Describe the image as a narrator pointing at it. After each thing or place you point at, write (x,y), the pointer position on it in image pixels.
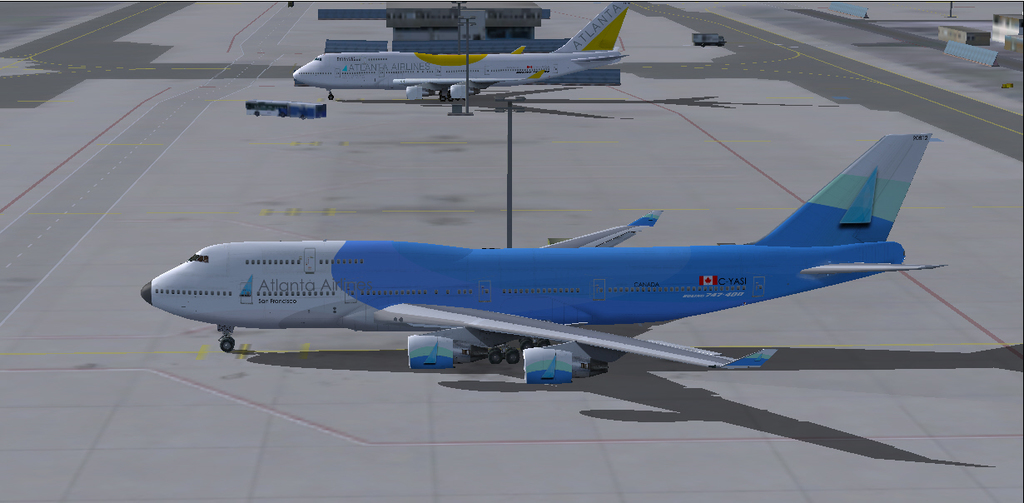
This image looks like animated, it consists of airplanes (302,74), buses (308,105), runways (792,102), houses (1000,34) and a few other objects (372,11).
